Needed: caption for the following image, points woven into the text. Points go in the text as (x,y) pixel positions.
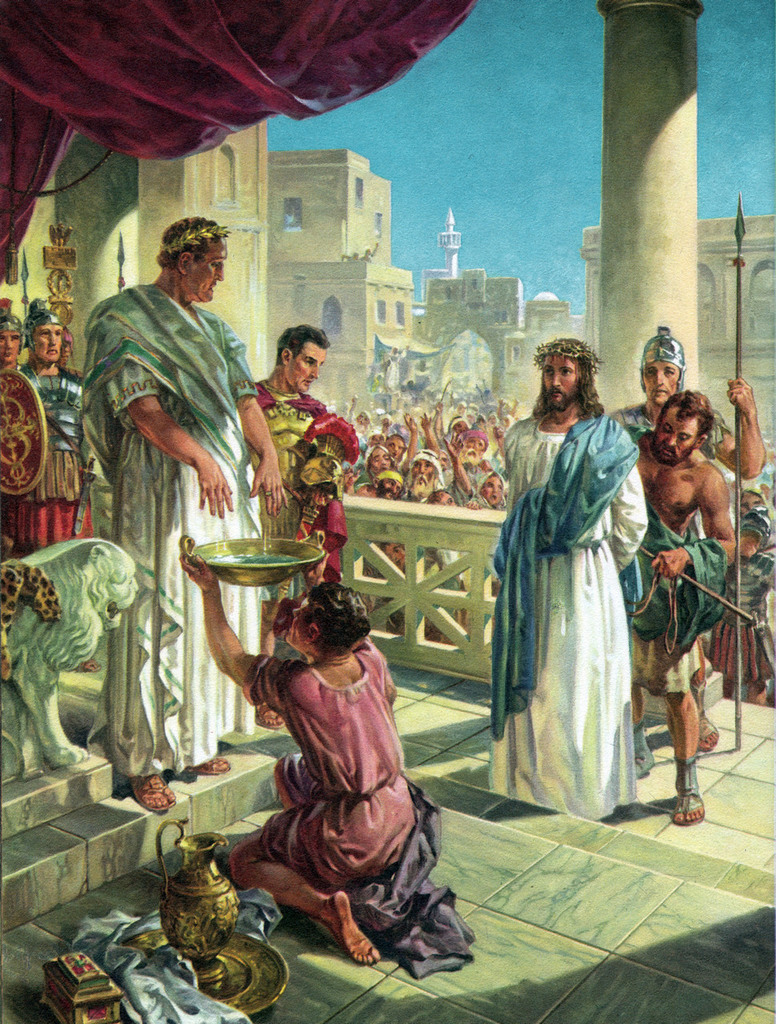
Animated picture. In this picture we can see people (673,499), fence (393,570), buildings (767,308), pillars (122,201) and sky (704,135). This person (348,673) is holding bowl (291,565). On the floor (546,863) there are things (191,950). That man (664,380) is holding a weapon (737,409).
